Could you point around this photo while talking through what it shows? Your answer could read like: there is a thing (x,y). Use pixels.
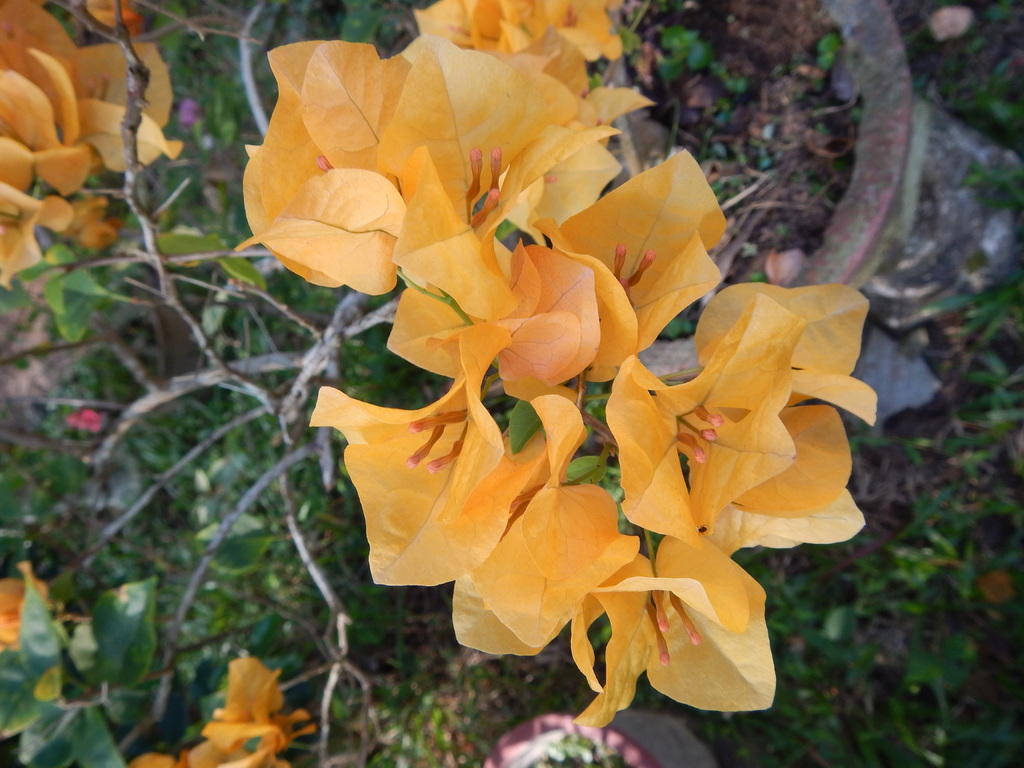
In this picture we can see the flowers (689,428), leaves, pots (883,169), branches (334,663) and grass (226,409).
